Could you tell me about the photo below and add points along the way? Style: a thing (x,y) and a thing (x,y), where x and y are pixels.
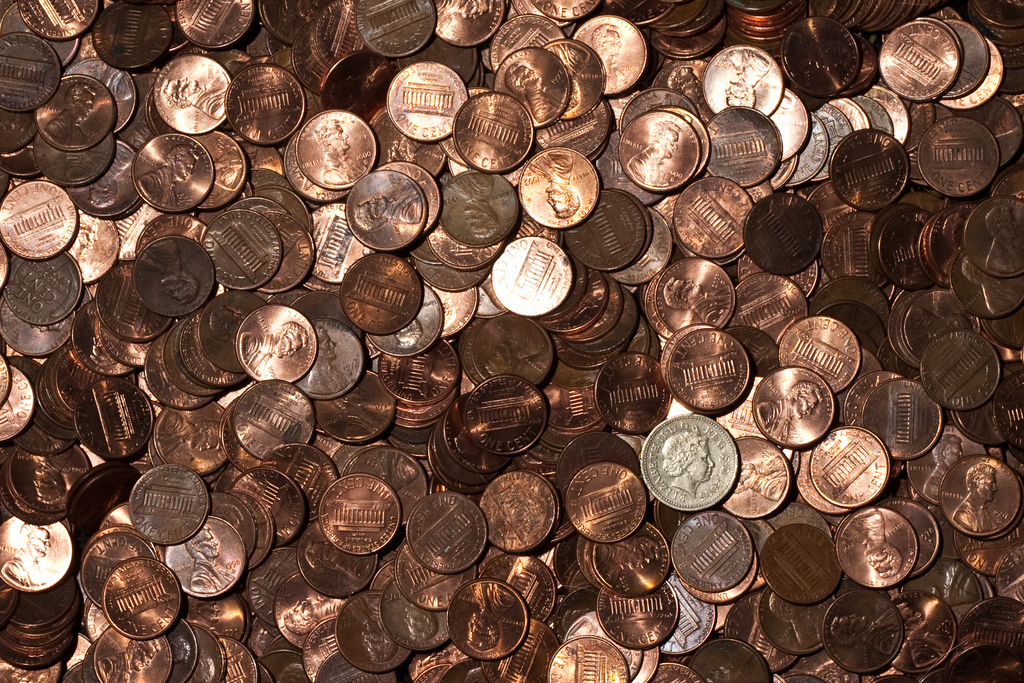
In this image, I can see a cluster of coins (537,394), which are copper, silver and bronze in color.
